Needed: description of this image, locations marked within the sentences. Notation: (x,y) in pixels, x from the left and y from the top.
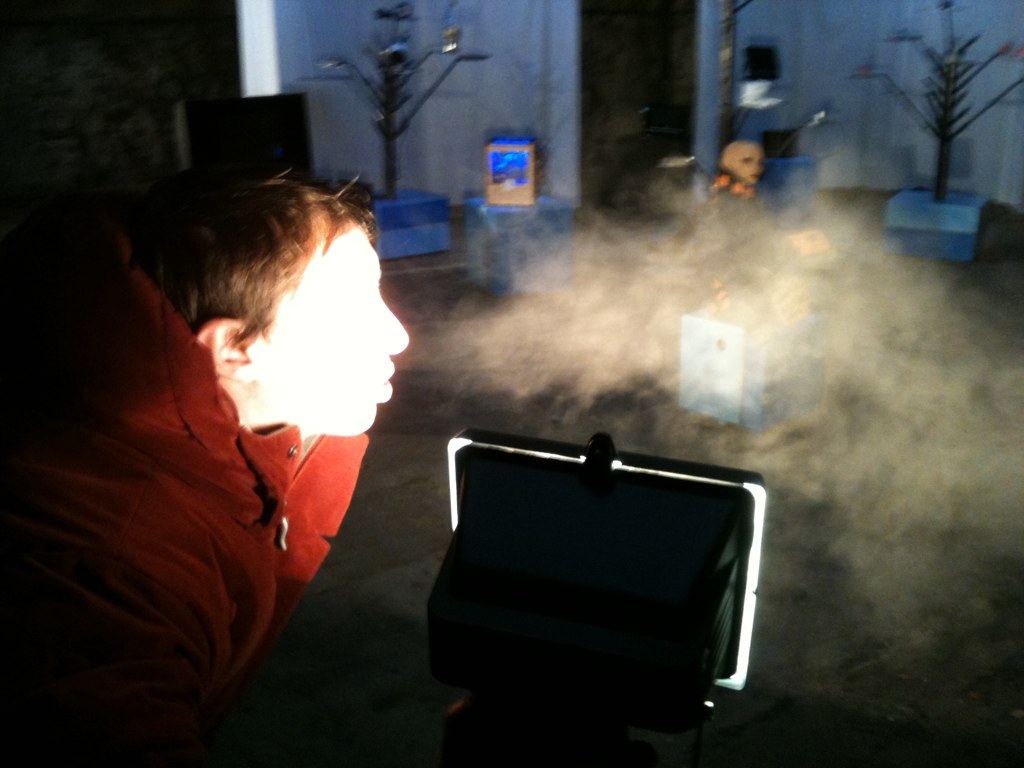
This image consists of a boy (81,363). He is wearing a red coat (209,583). There is light (485,517) in the middle (600,509). There are some boxes (724,378) in the middle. There is a door (680,113) at the top (640,75).
